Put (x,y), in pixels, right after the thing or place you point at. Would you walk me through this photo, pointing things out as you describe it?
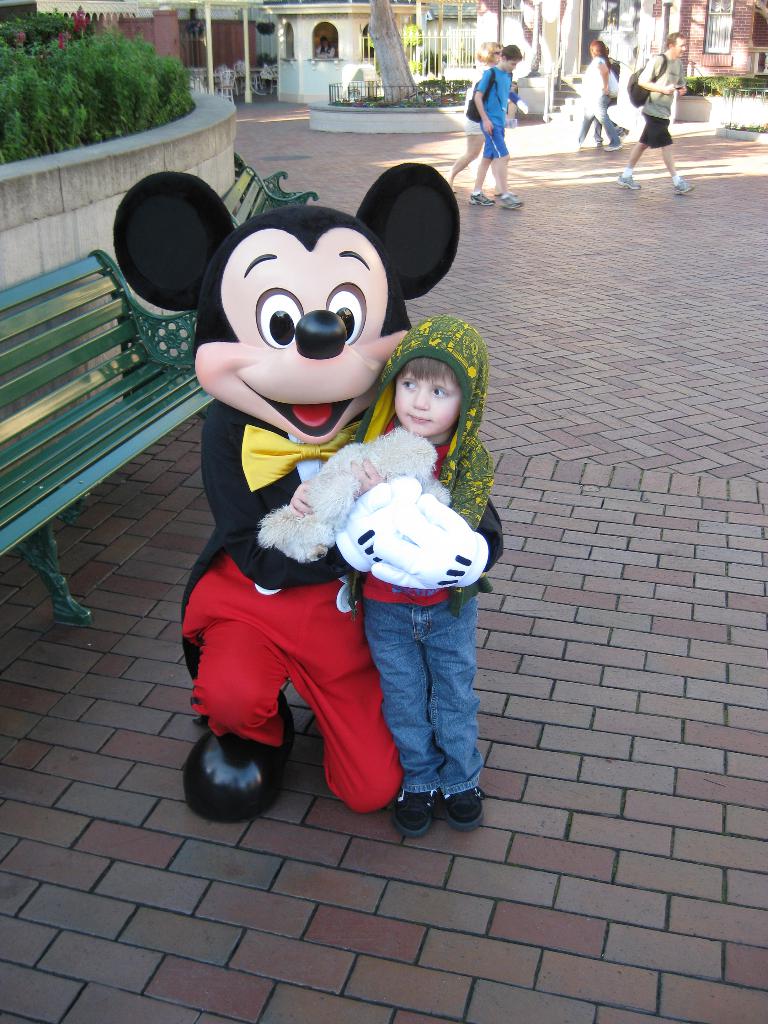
In this image there are groups of persons (581,140) walking, there are two men (502,125) wearing bag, there is a boy (412,395) standing, there is a person (318,385) dressed up as Mickey mouse (293,475), there are benches (128,395) towards the left of the image (65,426), there are plants (133,97) towards the left of the image (123,83), there are buildings (429,24) towards the top of the image (352,35), there are poles (248,74), there is a tree trunk (385,48) towards the top of the image (385,32), there is a wall (177,170) towards the left of the image (102,219).
